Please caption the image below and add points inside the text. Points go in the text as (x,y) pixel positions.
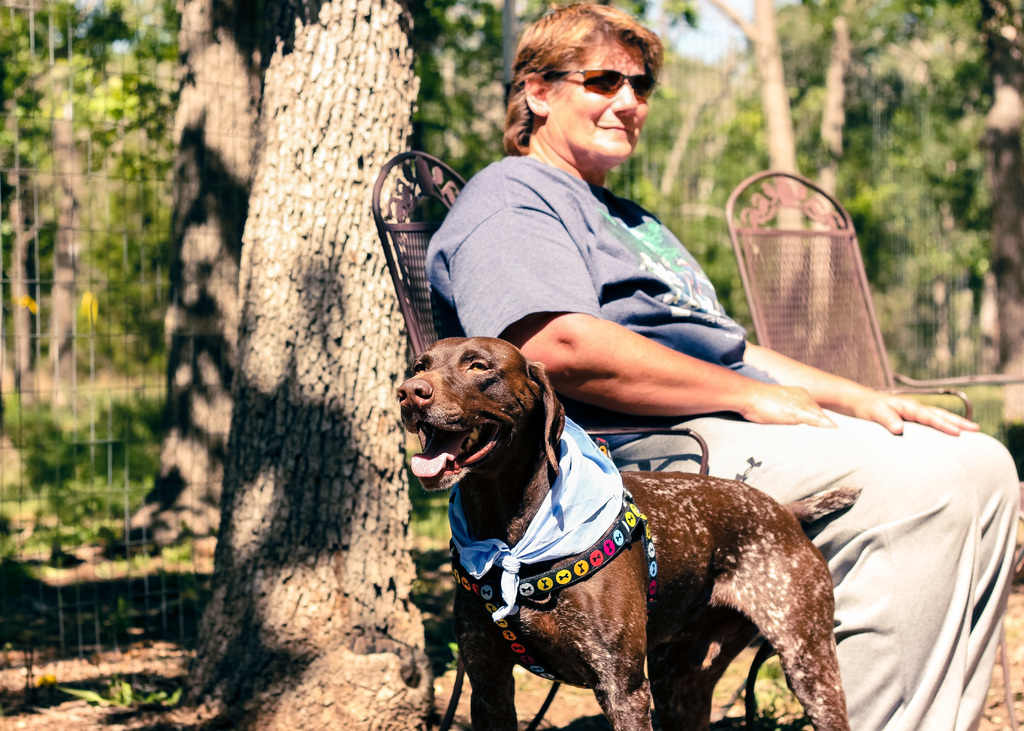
In this image there is a woman (508,255) sitting in the chair (419,279), Beside the chair (413,266) there is a dog (666,519). In the background (345,425) there is a tree (365,199). Beside the tree (306,171) there is a net (91,228). There is a belt (561,573) and kerchief (573,509) tied to the dogs neck (542,499). On the right side (812,295) there is another chair (826,346). In the background (830,167) there are trees (814,60).
